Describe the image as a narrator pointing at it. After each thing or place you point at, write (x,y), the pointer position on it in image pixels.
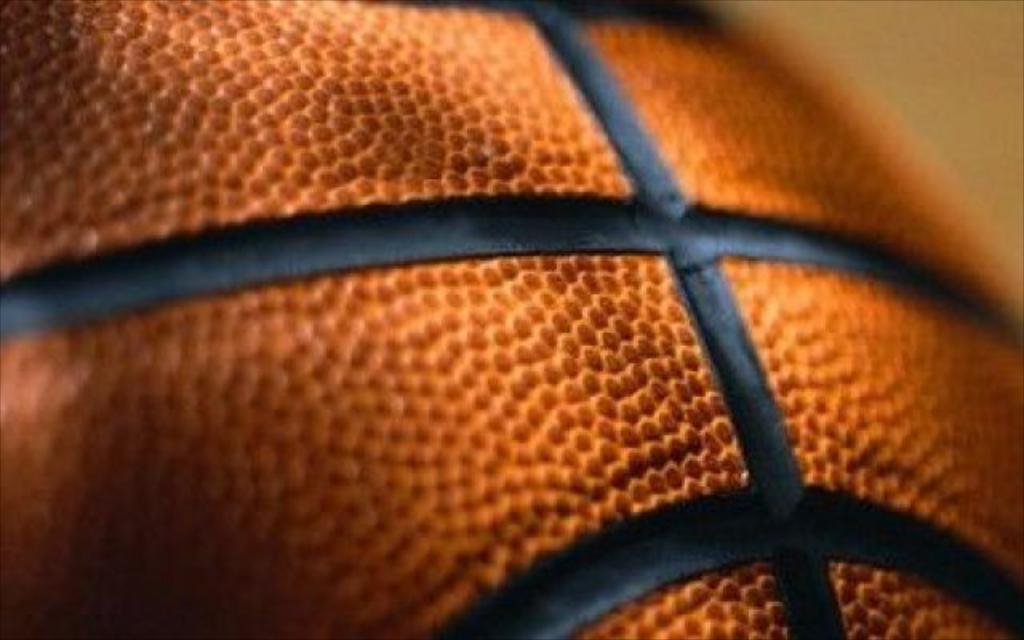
This is an image of a basketball (211,352). The background (936,69) is blurry.
